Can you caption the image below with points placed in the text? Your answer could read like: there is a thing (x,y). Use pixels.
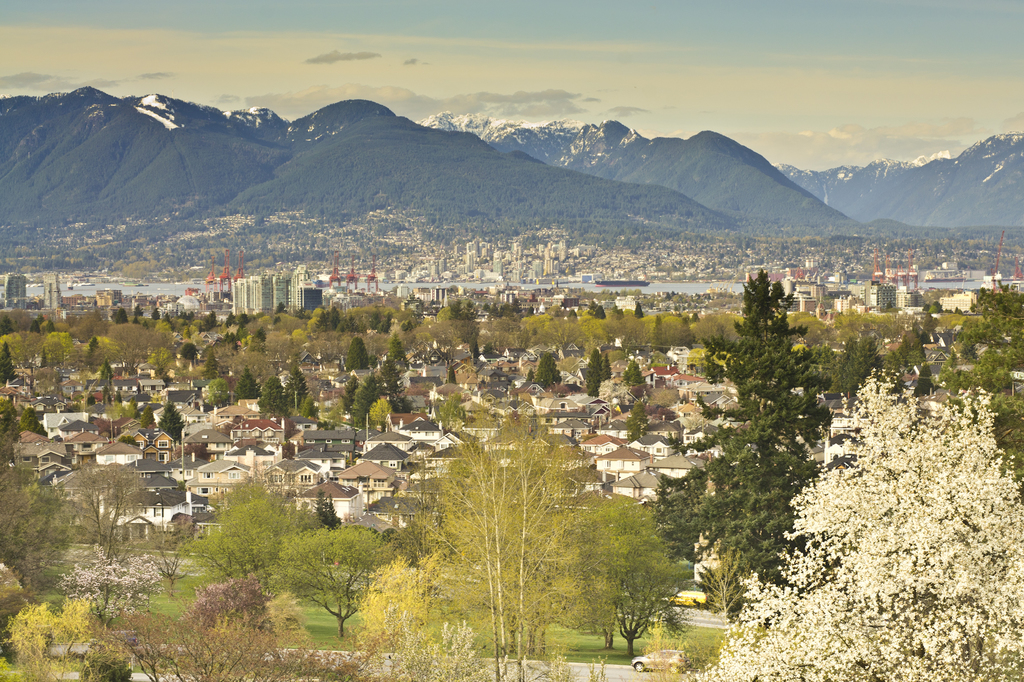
In this image I can see number of trees (669,504) and number of buildings (277,296). In the background (30,189) I can see mountains (246,176) and the sky (563,94).
